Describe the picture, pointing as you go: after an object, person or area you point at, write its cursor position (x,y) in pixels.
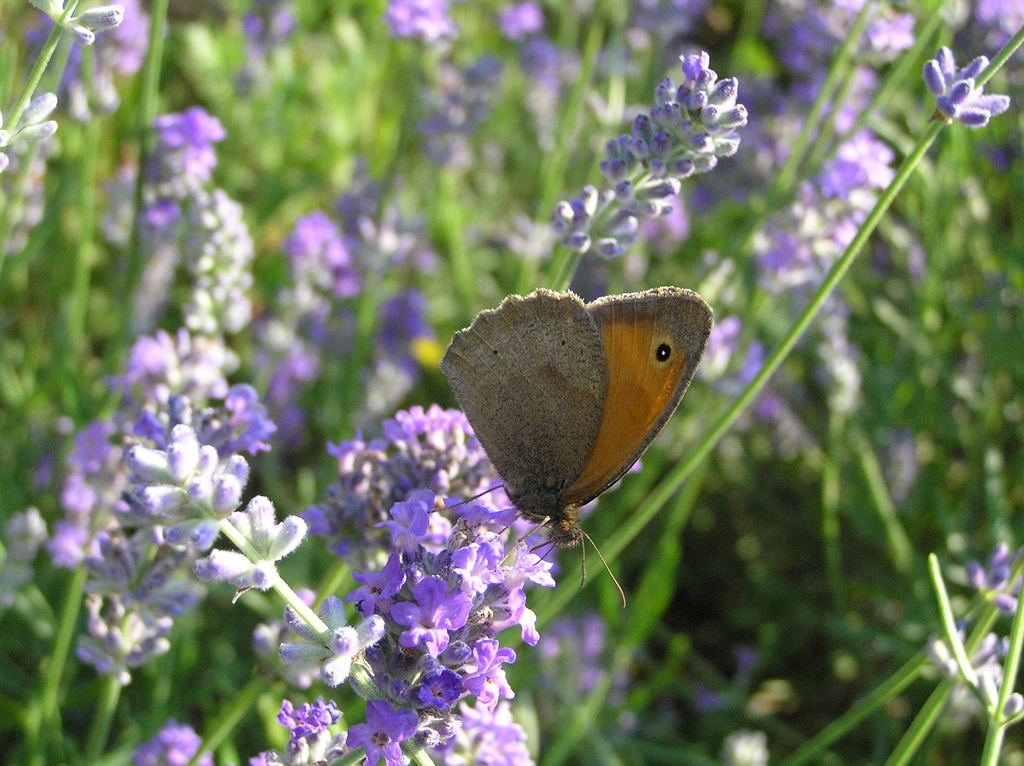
In this image there are some blue color lavender flower (421,550) on which brown color butterfly (469,349) is sitting. Behind there is a blur background (921,245).
